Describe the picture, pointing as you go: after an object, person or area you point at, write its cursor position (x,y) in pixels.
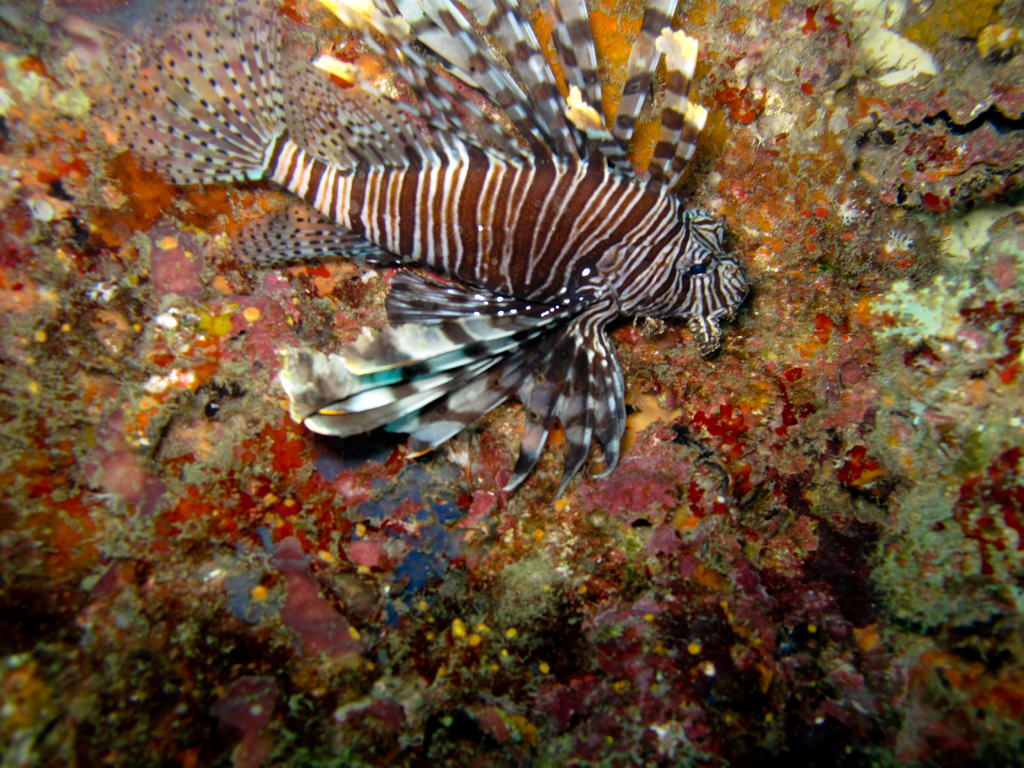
In this image there is a fish (437,139) and there is an underwater environment (755,381).
